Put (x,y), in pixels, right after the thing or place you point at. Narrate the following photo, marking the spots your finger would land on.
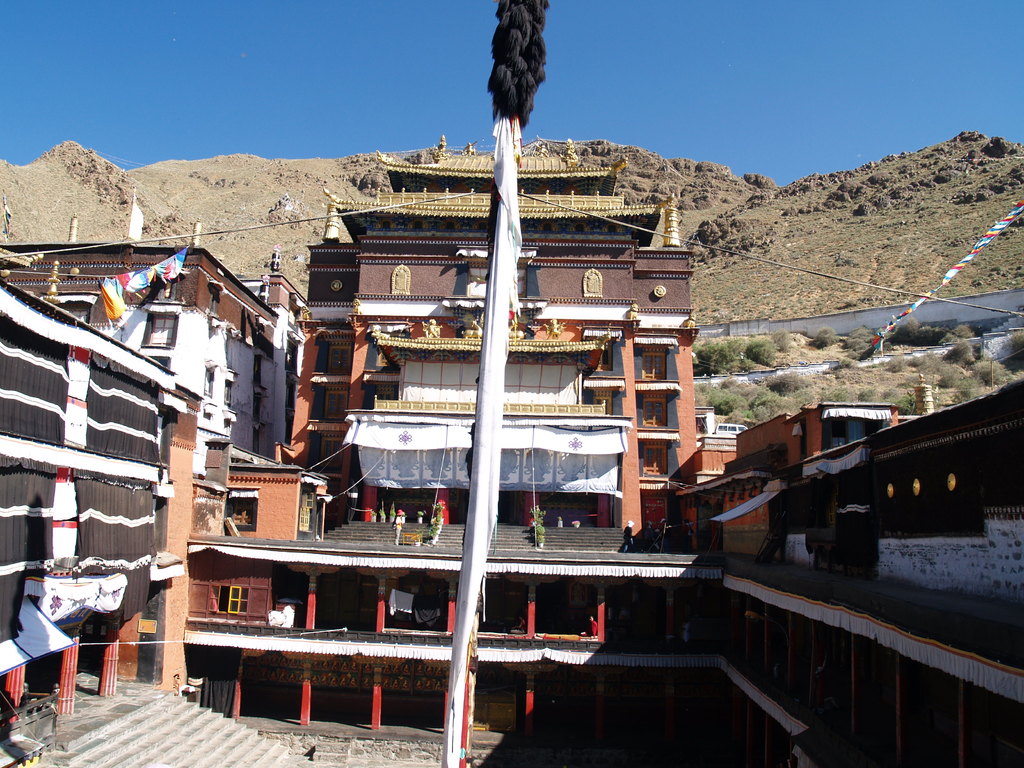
In this picture, it seems like a curtain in the foreground (474,514), there are house structures (237,389), curtains (404,487), stairs (379,540), greenery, mountains (906,188) and the sky (599,76) in the background (341,222).
